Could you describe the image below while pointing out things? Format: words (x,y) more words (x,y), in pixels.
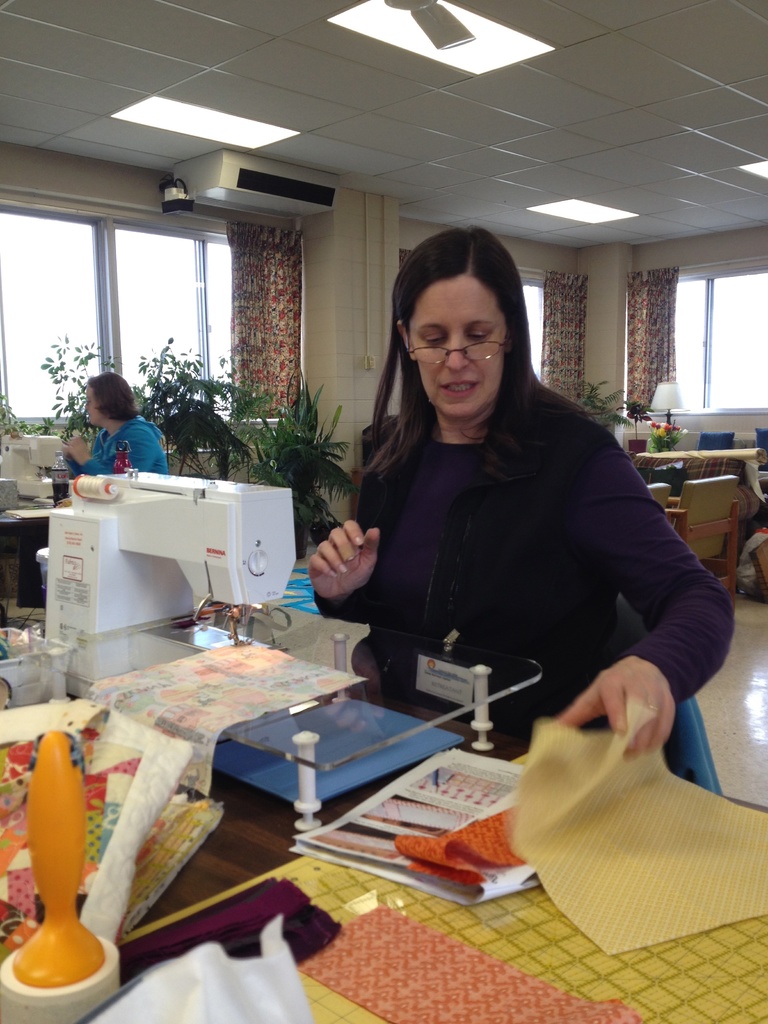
There are 2 women (366,531) in this room (339,628) besides stitching machine (130,666). Behind them there are potted plants (197,372), window (199,288), curtain (284,309), lamp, table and chairs (707,492). On the roof top (391,121) there is an AC (277,180) and lights (232,121).
